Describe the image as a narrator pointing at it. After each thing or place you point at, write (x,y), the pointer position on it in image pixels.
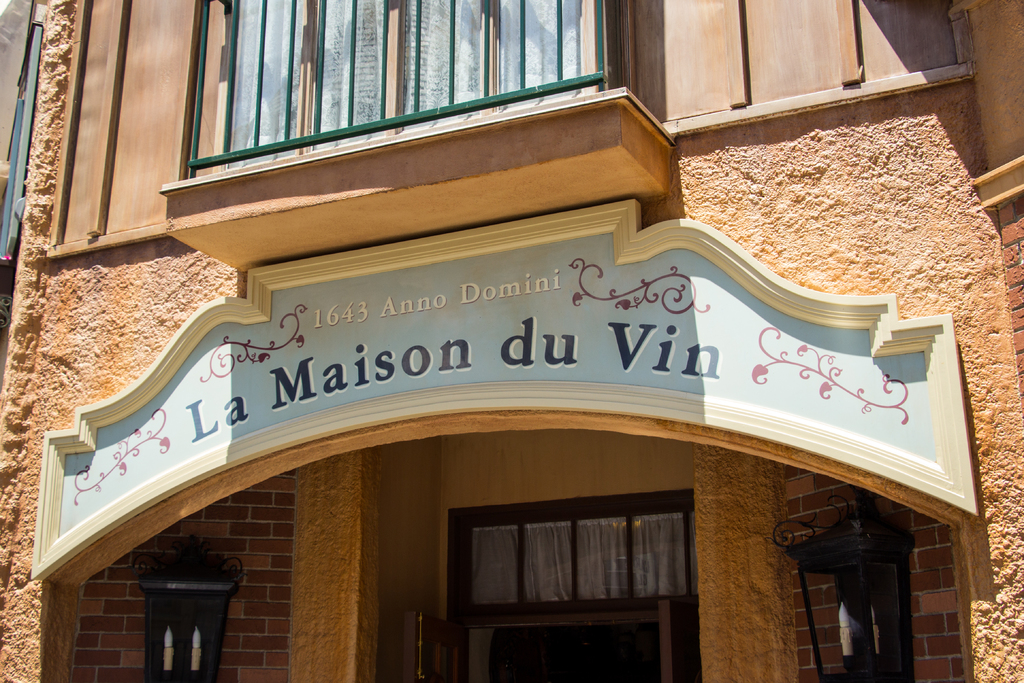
In this picture we can see the wall (182,52), windows (655,598). Through glass (592,591) we can see curtains (658,583). We can see lights (859,571) on the wall (702,590). At the top (919,48) we can see there is something written, wooden wall (638,68) and a grill (419,75). This picture is taken during a day and it seems like a sunny day.
